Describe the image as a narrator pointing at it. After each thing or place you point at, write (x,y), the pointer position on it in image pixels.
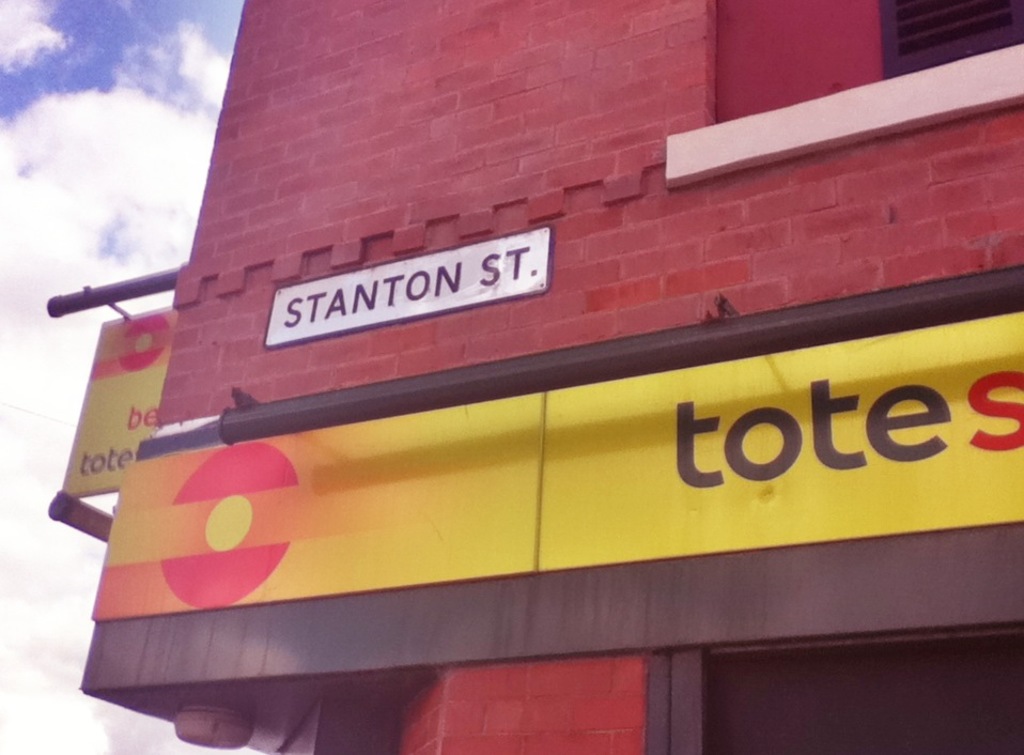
In this picture we can see few hoardings (341,300) on the building (371,348) and we can see clouds (142,153).
